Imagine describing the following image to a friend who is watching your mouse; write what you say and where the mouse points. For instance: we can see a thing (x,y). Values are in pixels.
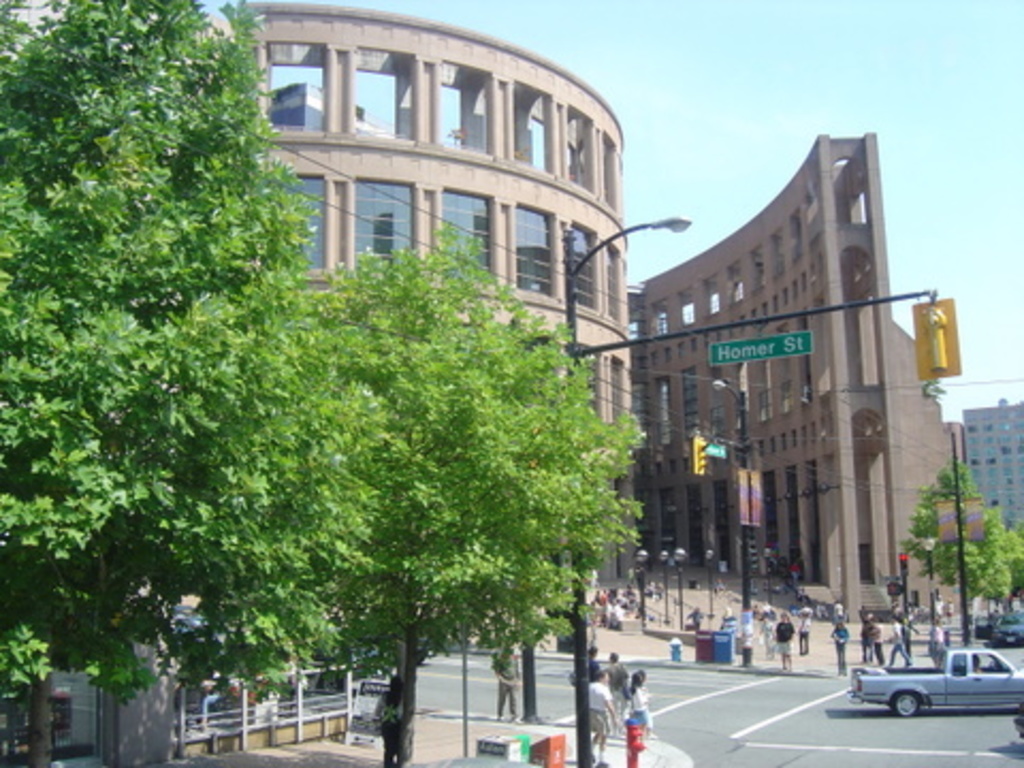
In this picture there are buildings (884,317) and trees (584,520) and there are street lights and there is a board (793,355) on the pole (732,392) and there is text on the board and there are vehicles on the road (973,744) and there are group of people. In the foreground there is a fire hydrant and there are objects (374,732) on the footpath (307,741). At the top (557,33) there is sky (755,74). At the bottom (681,687) there is a road (669,683).
